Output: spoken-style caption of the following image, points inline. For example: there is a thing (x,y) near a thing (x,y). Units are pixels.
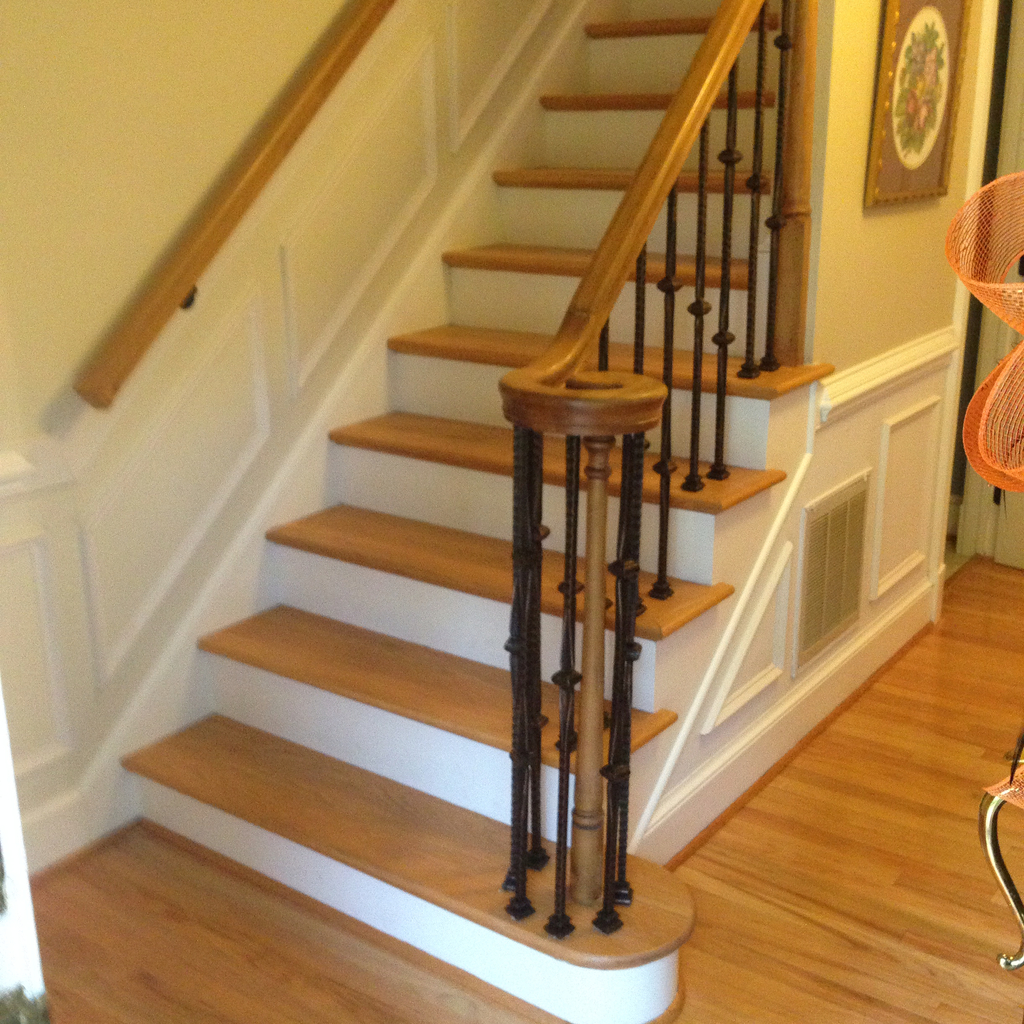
In this picture we can see stairs (742,228) and railing (577,436) on the left side (133,332), on the right side (933,277) there is a wall (919,279), we can see a photo frame (919,152) on the wall (917,265), at the bottom (797,874) there is floor (782,899).
